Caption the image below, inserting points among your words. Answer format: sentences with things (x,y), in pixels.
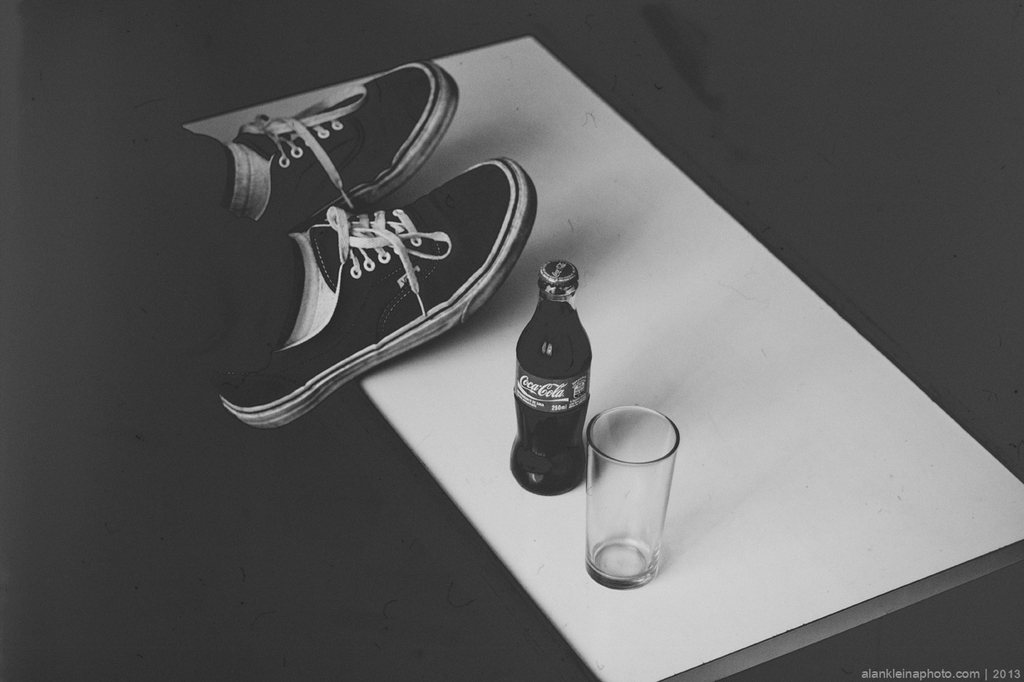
We can see a person legs (268,323) with shoes (327,245), bottle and glass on a white sheet (635,278).
